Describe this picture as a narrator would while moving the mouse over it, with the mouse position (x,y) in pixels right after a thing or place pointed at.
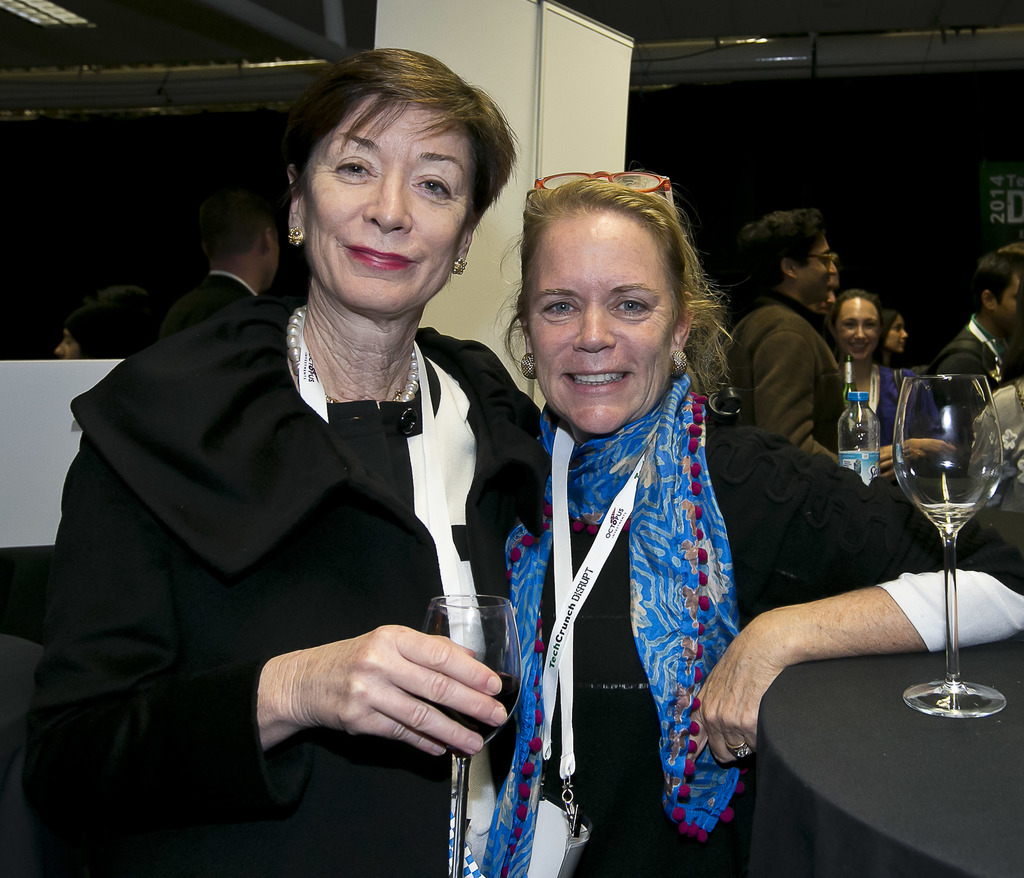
There are two women (506,432) standing. Woman (397,443) on the left (319,455) is holding a glass (473,628). Both are wearing tags (449,559). Woman (570,479) on the right (688,471) is wearing a scarf (636,432) and a specs (563,174) on the head (601,199). On the right side (857,720) there is a platform (856,693) with glass (915,482). In the back (831,329) there are many people (876,338). Also there is a bottle (860,442). On the ceiling (206,50) there are pipes (318,59).
